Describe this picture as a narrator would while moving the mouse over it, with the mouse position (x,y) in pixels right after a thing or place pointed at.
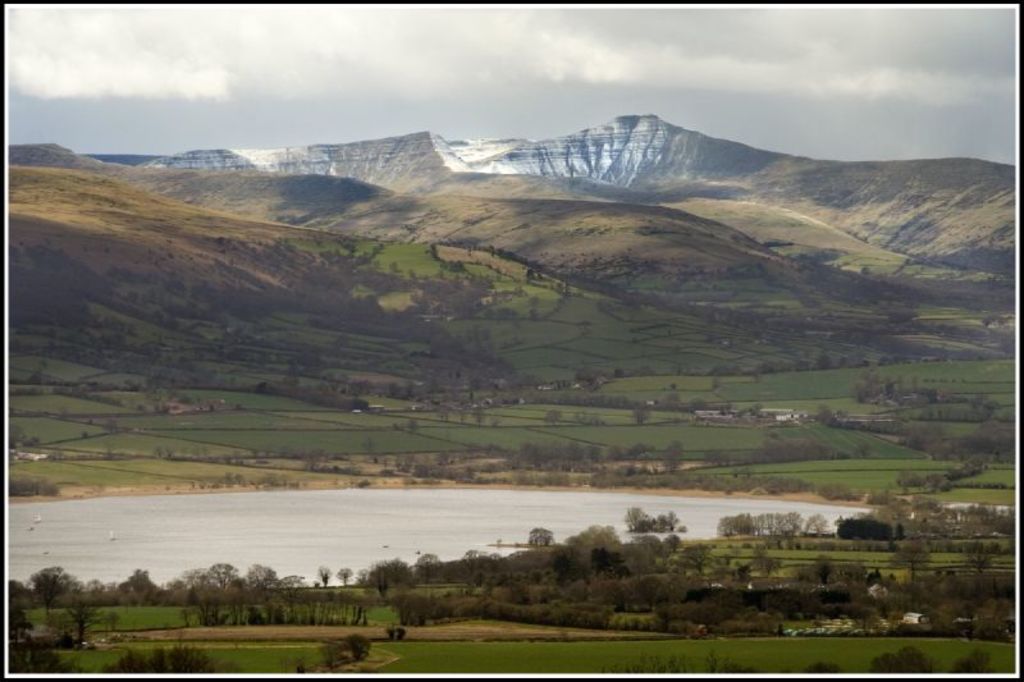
In this image, we can see there are trees (221,613), mountains (272,164) and water (370,557) on the ground (250,348). In the background (199,19), there are clouds (199,19) in the sky (216,46).
